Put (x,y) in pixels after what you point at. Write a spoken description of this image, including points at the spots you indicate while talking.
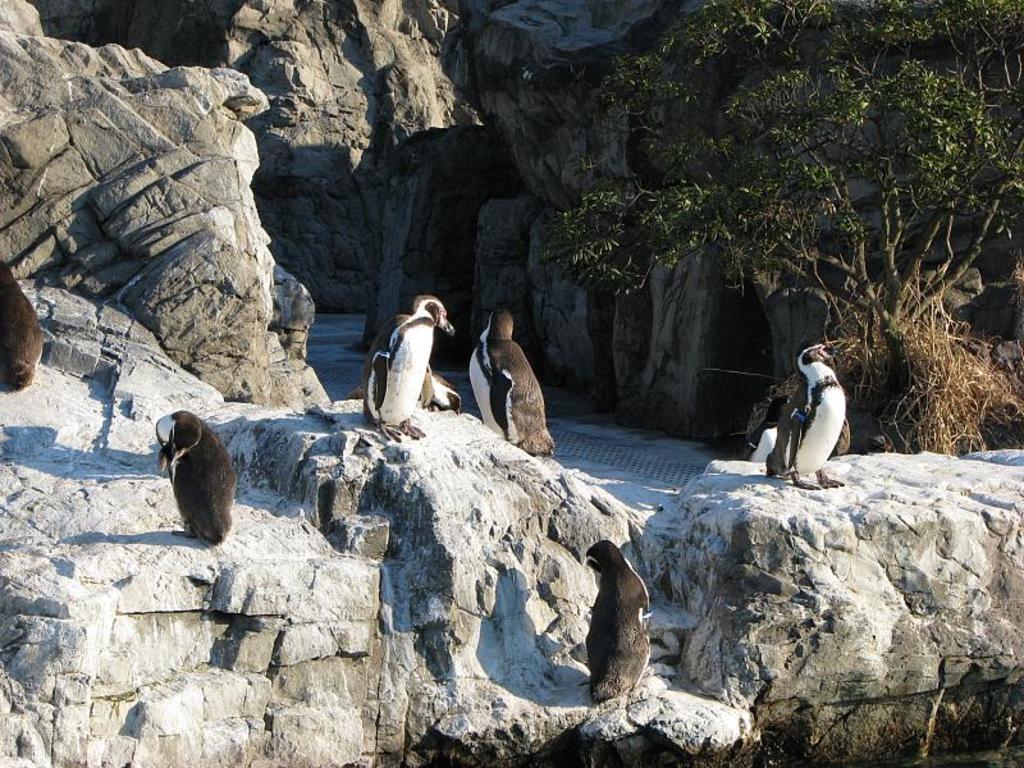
In this image there are rocks (454,556), on that rocks (421,427) there are penguins (535,395), in the background (857,66) there is a tree (893,303).
